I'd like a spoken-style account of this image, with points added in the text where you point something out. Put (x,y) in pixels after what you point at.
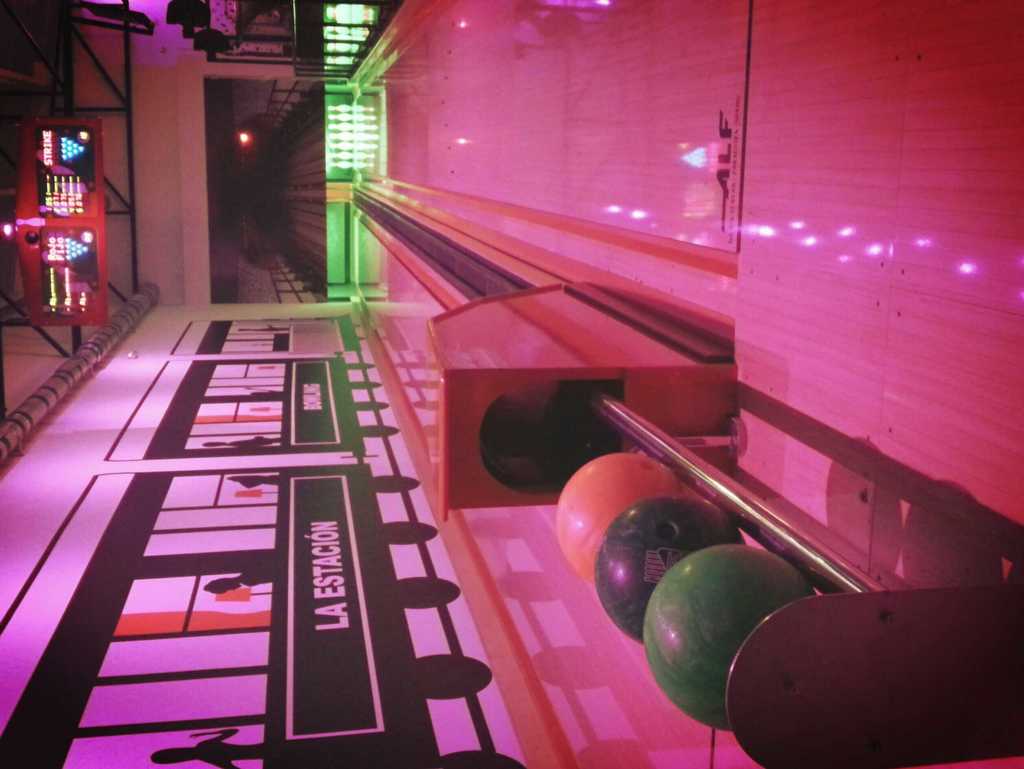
In this picture we can observe a bowling floor (547,525). There are white color pins (336,133) placed in the background (334,134). We can observe LED screen (67,251) here. There are three different balls (616,572) which are in green, black and orange colors. We can observe a wall (189,505) on the left side (249,532).
